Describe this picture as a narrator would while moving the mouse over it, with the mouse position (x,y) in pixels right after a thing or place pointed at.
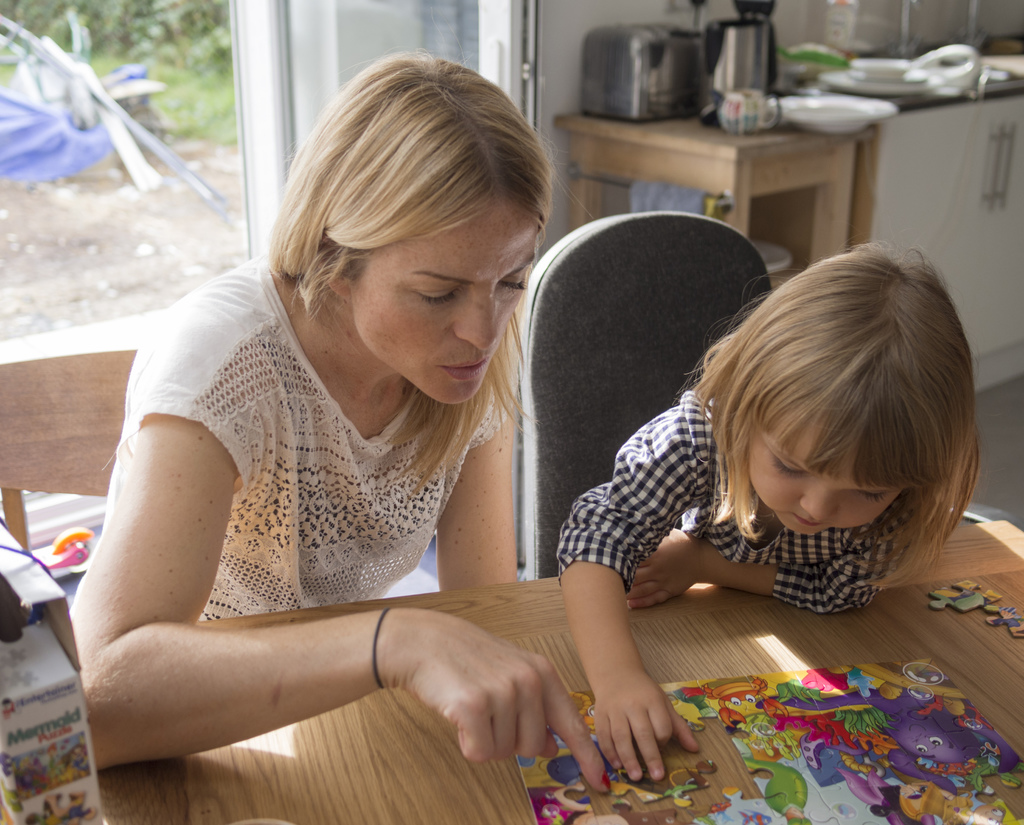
In the image we can see there are people (449,438) sitting on the chair (95,356) and there is a puzzle chart (960,737) and box (13,679) kept on the table (747,784). Behind there are vessels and flask (772,85) kept on the table (648,123). There is a window (298,69) and background (346,15) the image is little blurred.
